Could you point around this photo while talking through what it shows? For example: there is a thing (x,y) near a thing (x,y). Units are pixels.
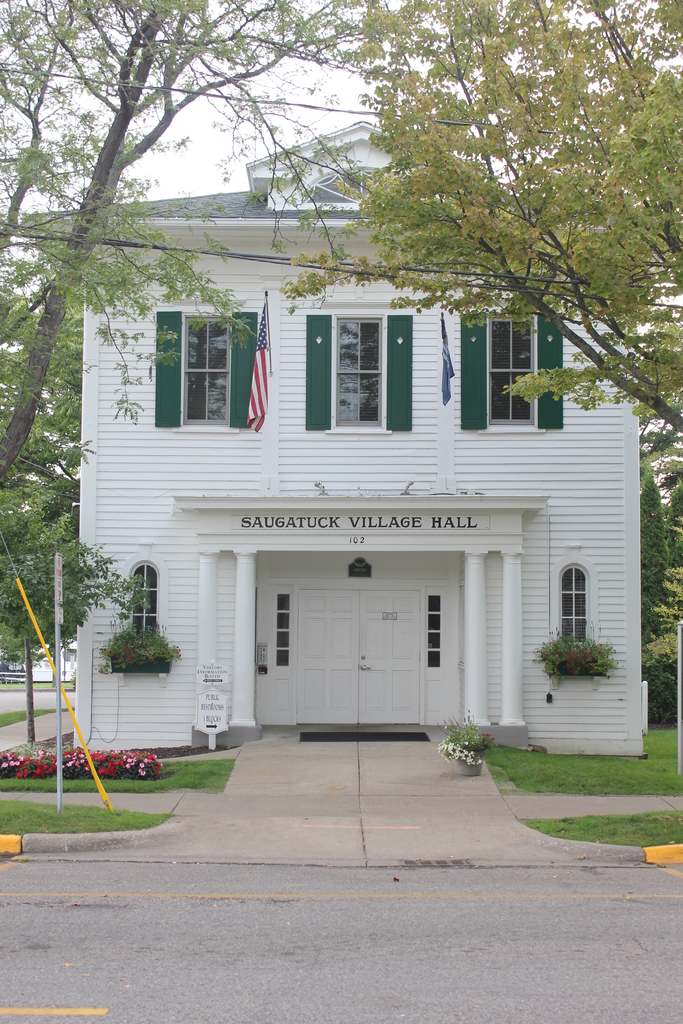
In this picture I can see a building (196,379), few trees (147,100) and couple of flags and I can see text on the wall (379,568). I can see plants (156,755), flowers (145,767) and grass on the ground (331,776) and looks like a building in the back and I can see a cloudy sky (215,116).
